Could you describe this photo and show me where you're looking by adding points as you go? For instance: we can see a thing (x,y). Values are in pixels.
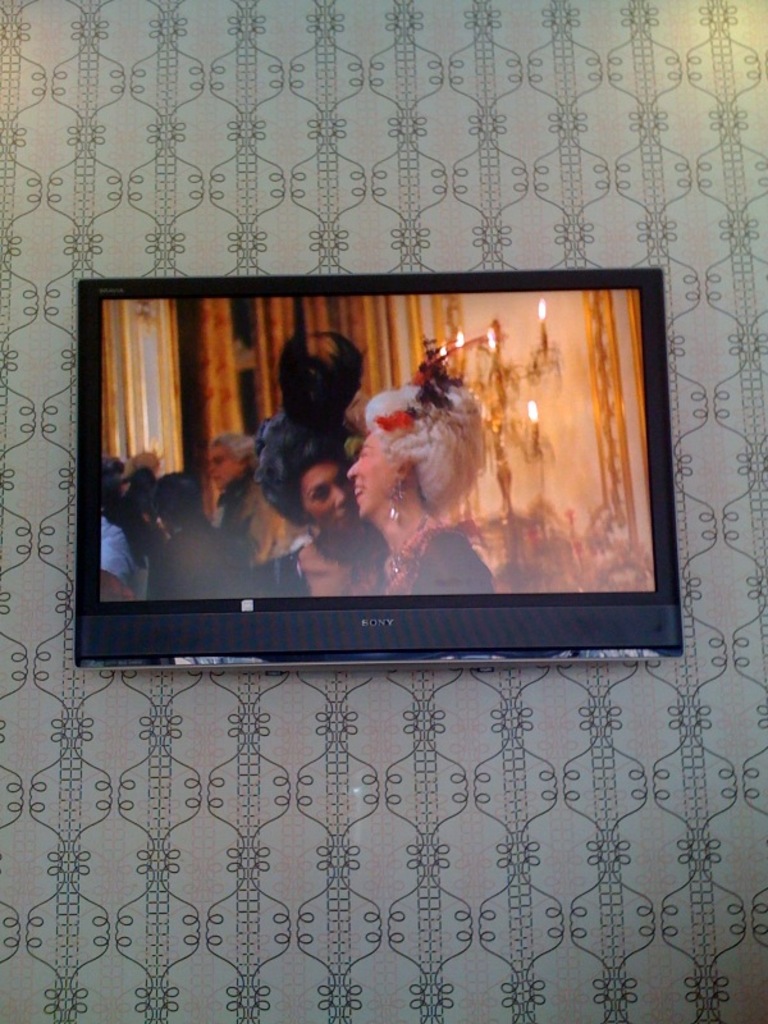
In this image we can see a television (181,489) attached to the wall (177,151) and in the television (579,420), we can see the picture (502,485) of some people (353,395).
